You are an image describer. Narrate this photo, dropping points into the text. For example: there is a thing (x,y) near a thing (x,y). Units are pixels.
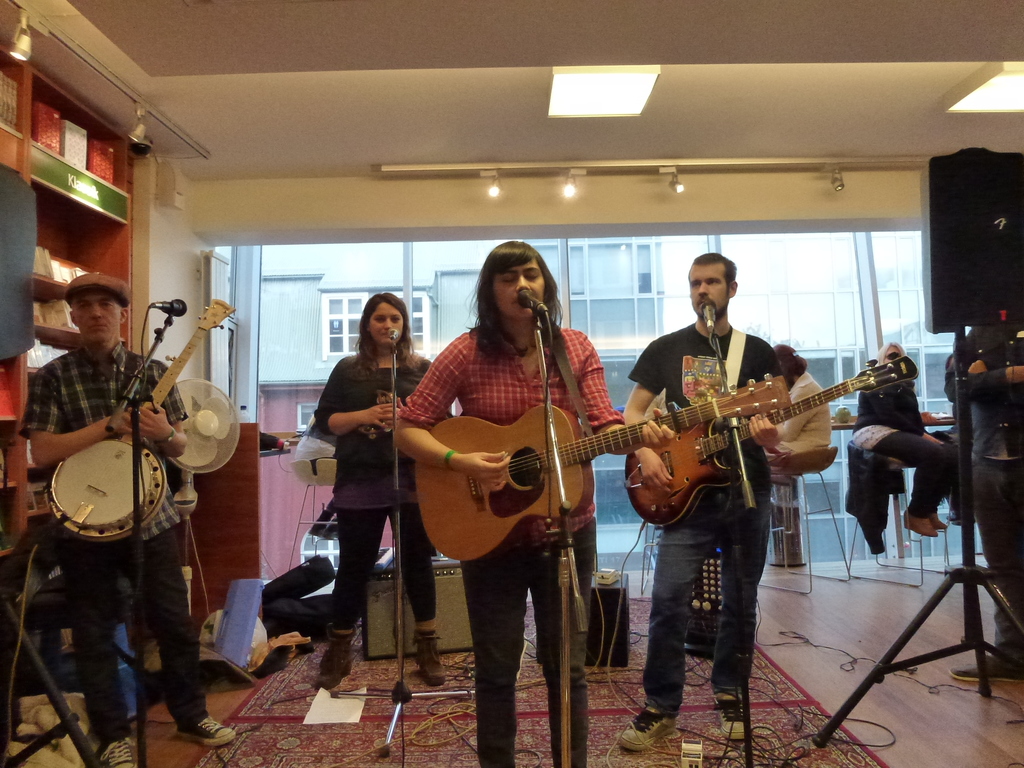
As we can see in the image there is a wall (241,188), shelf (21,136), a building (284,283). On the right side (970,285) there is a sound box (984,250) and few people (878,435) sitting and there are four people (763,427) standing. Among them two of them (494,467) are holding guitars (746,432). In front of them there are mics (395,346) and the woman (507,339) who is standing here is singing a song. On the left side (199,436) there is a table fan (210,426).
